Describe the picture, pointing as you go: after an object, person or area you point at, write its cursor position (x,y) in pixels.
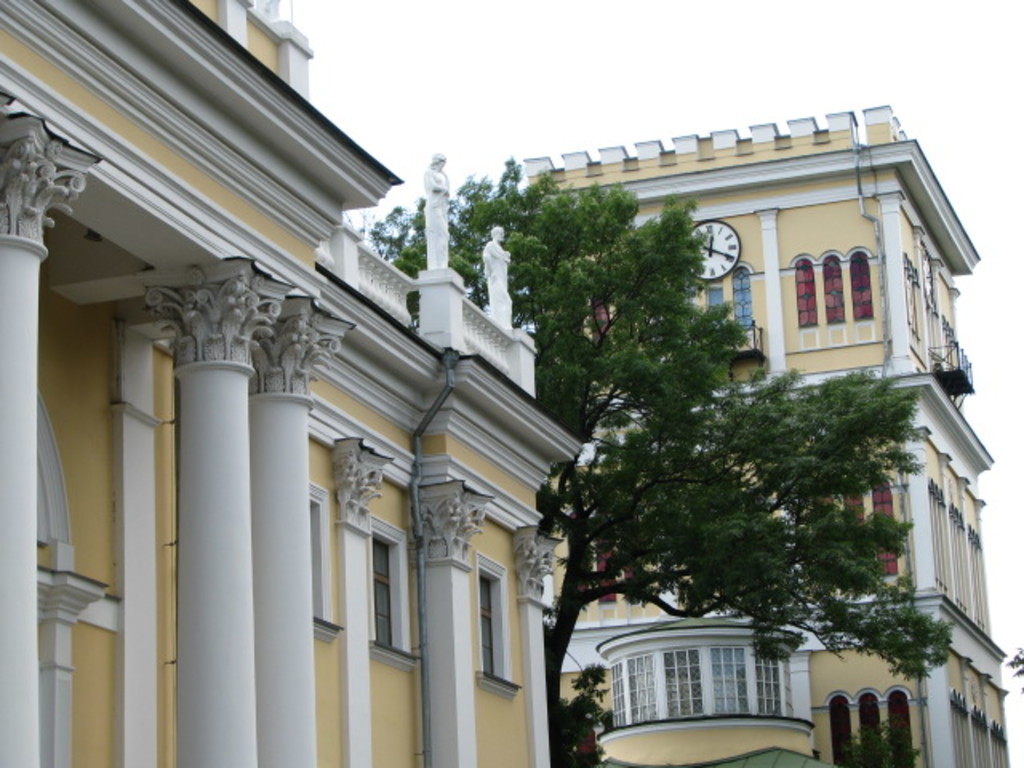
In this image we can see the buildings (875,668) and also tree (452,261), clock (733,243) and sculptures (436,242). We can also see the sky (876,70).
